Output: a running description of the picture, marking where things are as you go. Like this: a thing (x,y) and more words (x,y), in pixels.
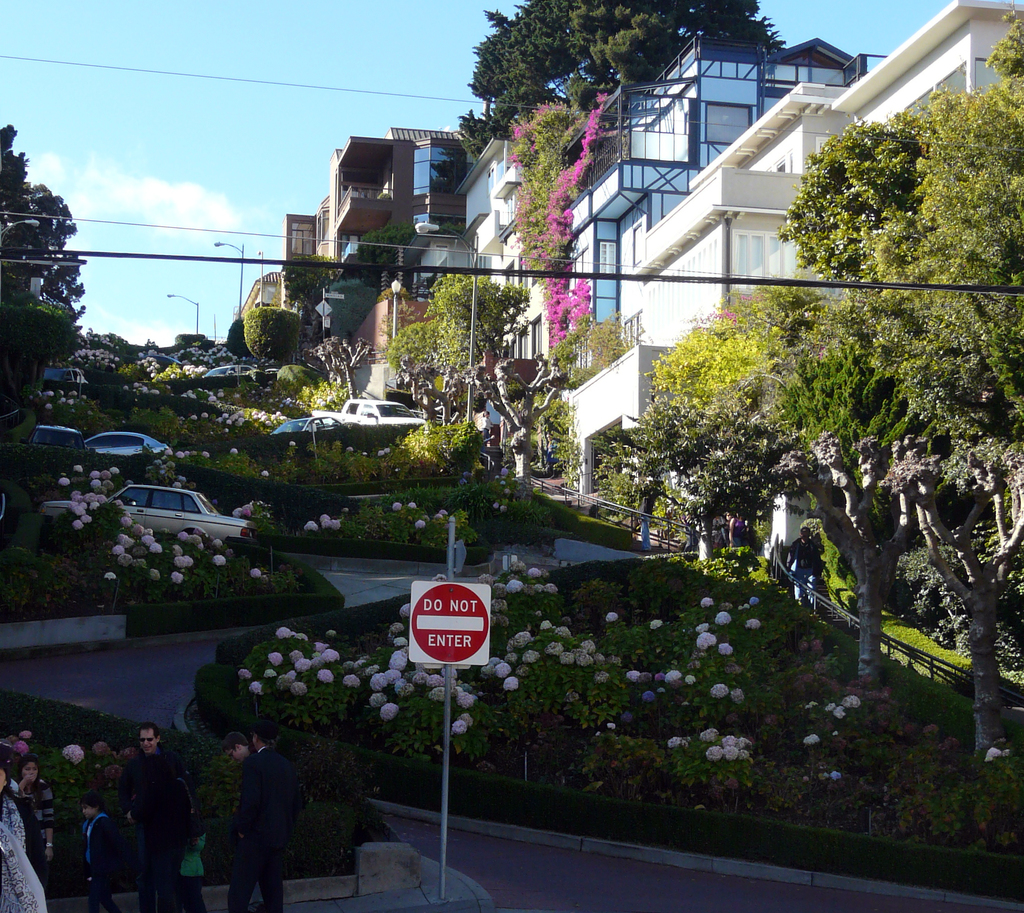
At the bottom of the image (457,624) we can see a sign board (443,613). On the left (117,850) there are people (103,811) standing. In the background (557,688) there are bushes (560,601), flowers (305,684), trees (395,368), buildings (390,314), poles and sky (254,117).
